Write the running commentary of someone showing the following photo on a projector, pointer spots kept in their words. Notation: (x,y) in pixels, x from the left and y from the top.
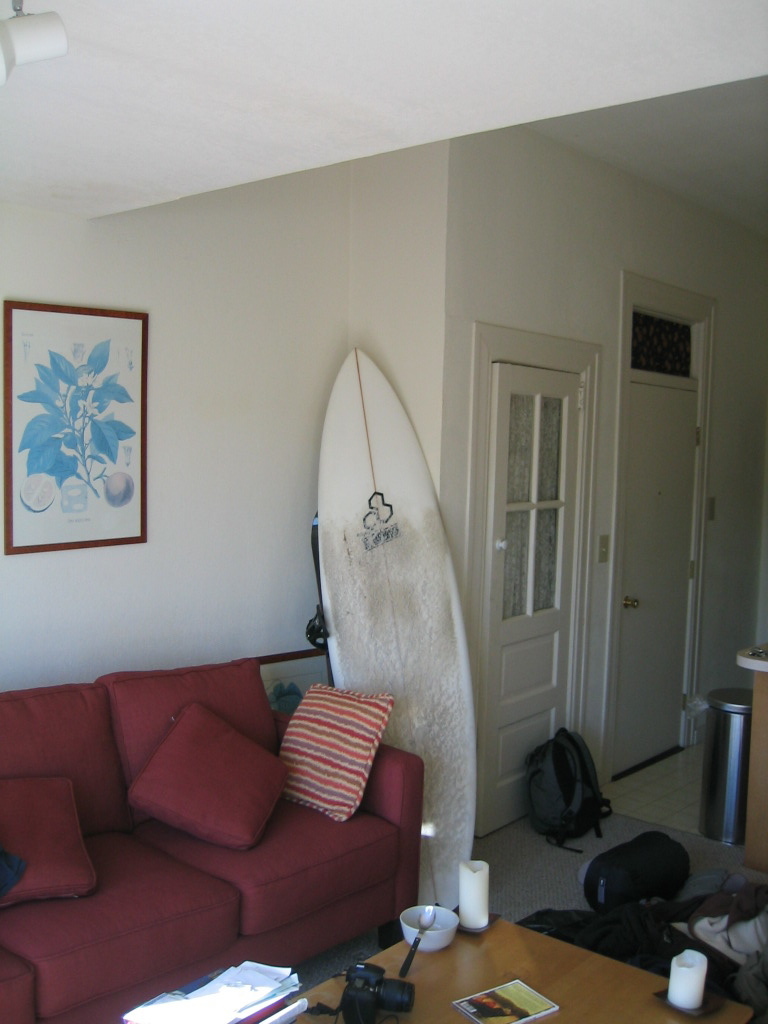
there is a room (707,537) in room (515,857) there are so many things (472,843) and one sofa (204,875) is there and the color of sofa (107,791) is red and the wall (193,577) has one photo (95,504) and floor (585,860) has so many things (713,766) bag (564,833) is there and the table (589,997) there are so many thing (475,930) bowl (442,936), candles (464,898), camera (378,975) books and papers (242,1000) are there on the table (458,1017).
